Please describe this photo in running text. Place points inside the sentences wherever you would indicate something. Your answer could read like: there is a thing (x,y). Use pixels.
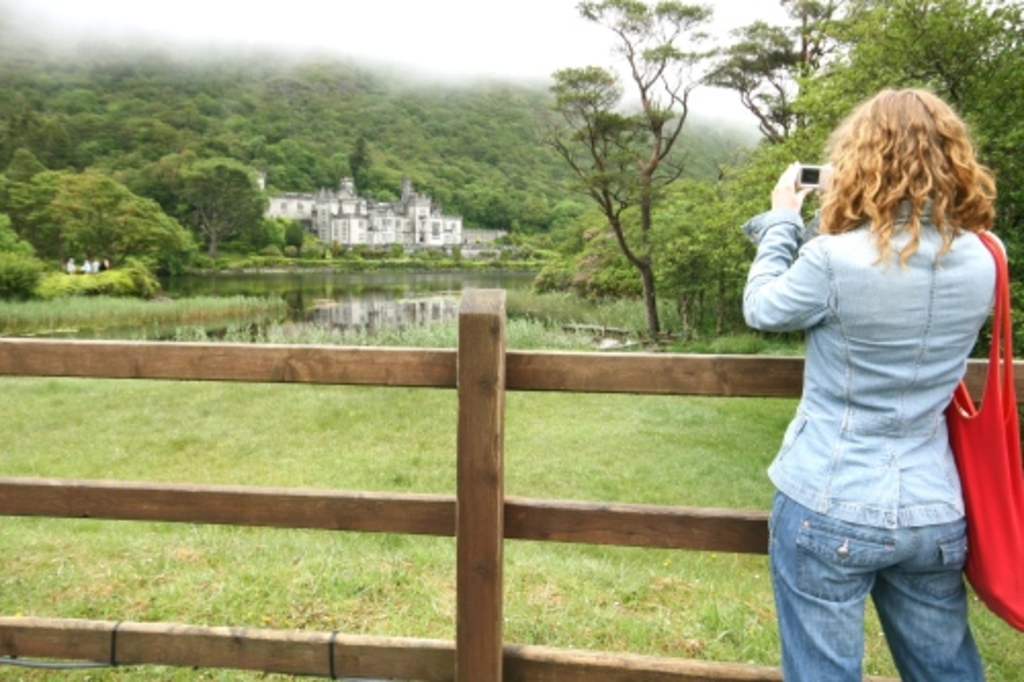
In this image in the front (486,433) there is a wooden fence (280,502) and there is a woman (851,423) standing wearing a red colour bag (969,420) and holding a camera (813,183) in her hand (794,189). In the center (394,425) there is grass (386,422) on the ground (437,443), there is water (389,280). In the background (236,179) there are trees (354,181) and there is a castle (355,213) which is white in colour and the sky (535,42) is cloudy.
